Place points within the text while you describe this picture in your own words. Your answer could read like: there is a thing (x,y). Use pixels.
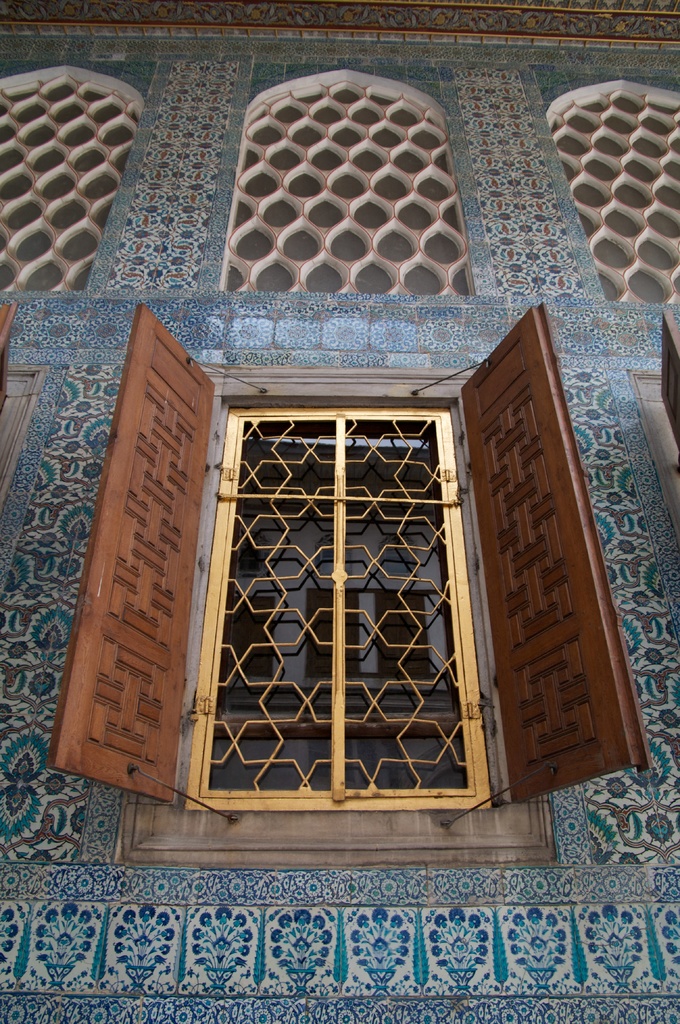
In the center of the image (453,398) there is a building (386,405), wall (485,898), window (364,663), and a few other objects (442,468). And we can see some design (72,1008) on the building (143,882).
